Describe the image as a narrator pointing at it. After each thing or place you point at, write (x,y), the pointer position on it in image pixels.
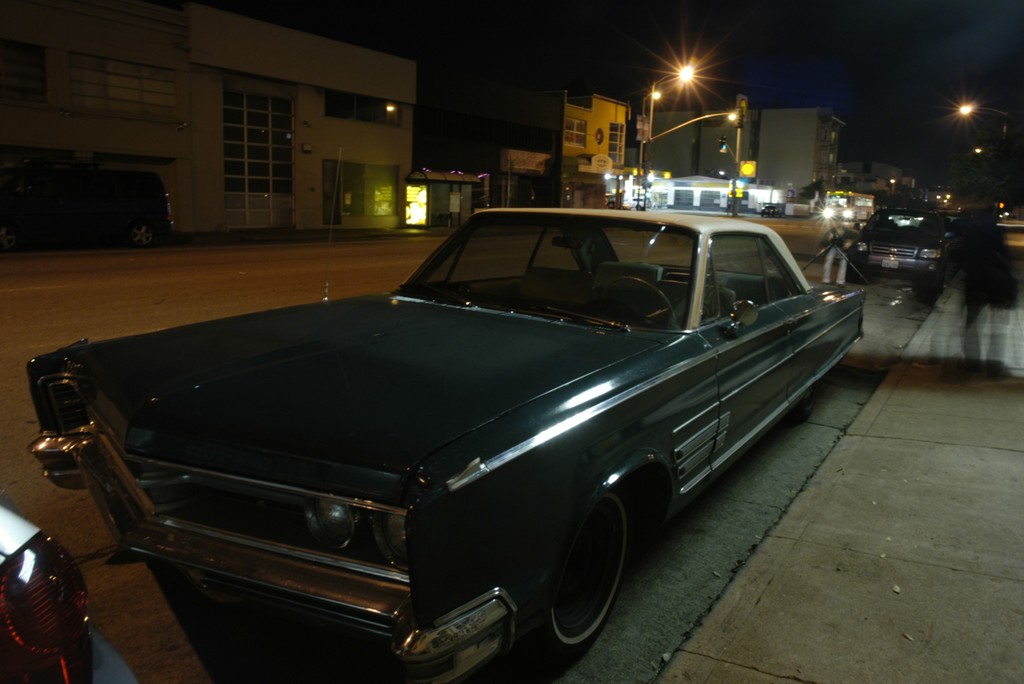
In this image, there is an outside view. There is a car (609,342) in the middle of the image (570,355). There are some building (544,119) and street poles (644,146) at the top of the image (522,110).
